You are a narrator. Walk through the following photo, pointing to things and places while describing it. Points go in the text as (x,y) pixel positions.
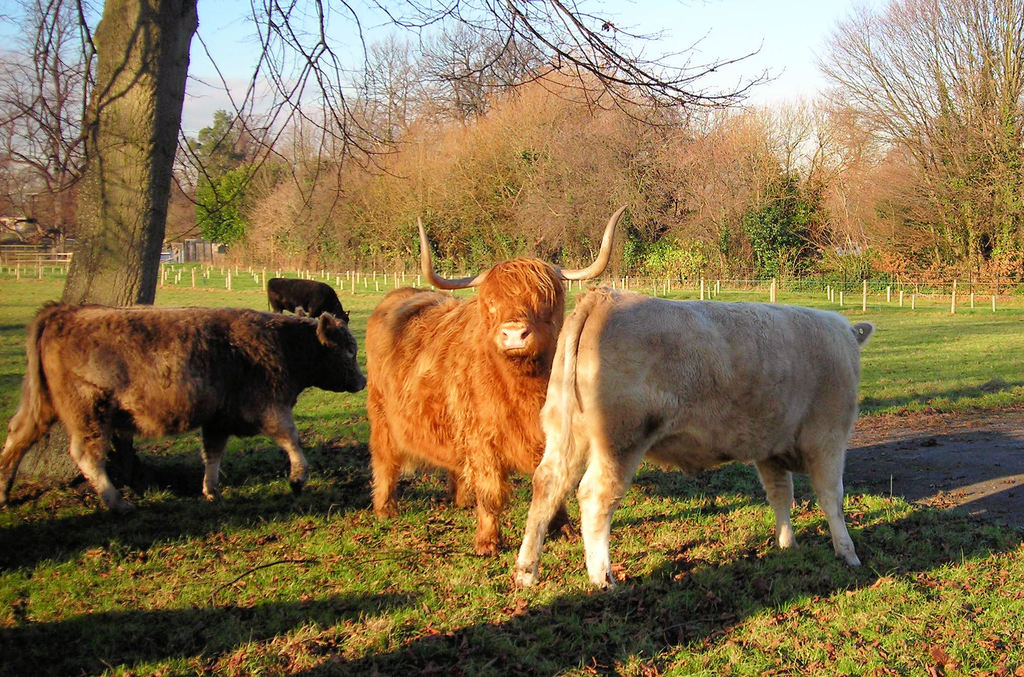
In this picture I can see four animals (519,395) standing, there is grass (924,328), poles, trees (380,137), and in the background (621,71) there is sky (827,30).
